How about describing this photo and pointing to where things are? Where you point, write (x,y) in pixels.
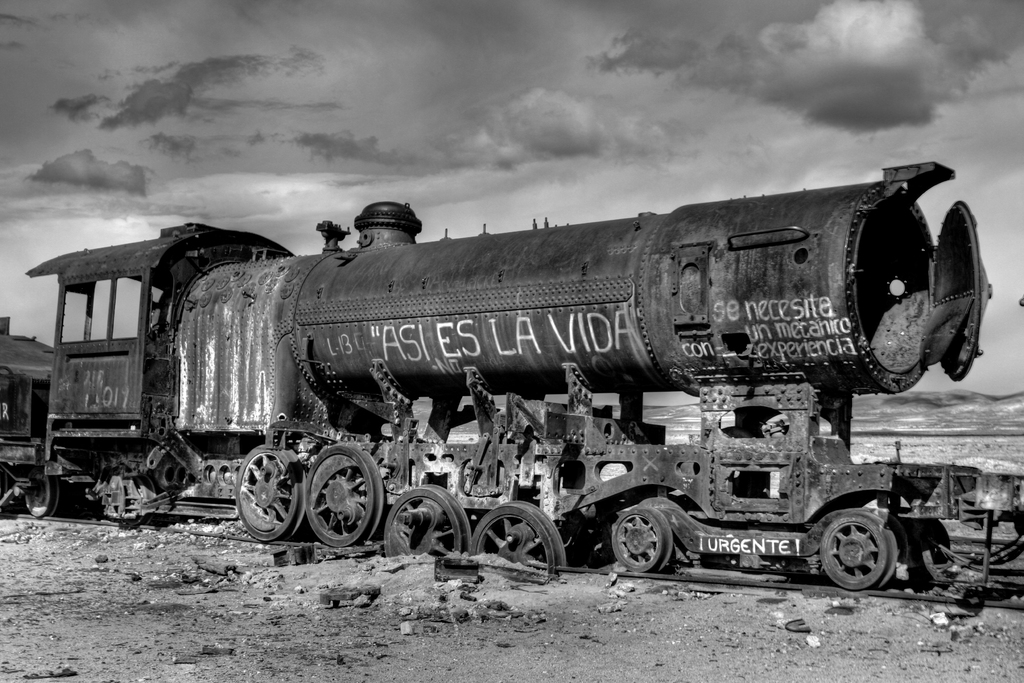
In this picture we can observe a train (317,469) on the railway track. We can observe an engine (386,332). In the background (928,422) there is an open ground (907,434). We can observe sky (262,117) and clouds (806,113) here. This is a black and white image.
